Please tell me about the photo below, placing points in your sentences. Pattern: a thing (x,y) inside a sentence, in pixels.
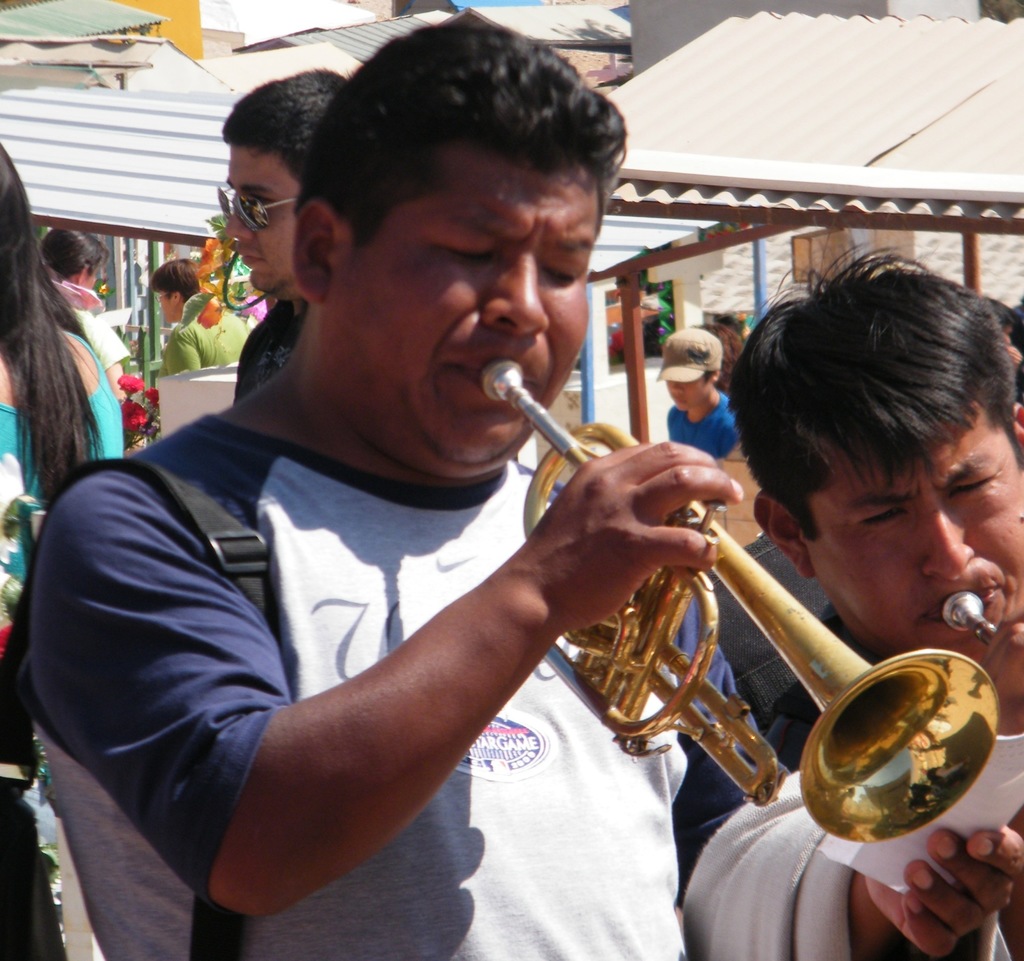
In this image I can see the group of people (351,266) with different color dresses (230,361). I can see two people (524,603) are playing the trumpet (733,555). In the background (70,137) I can see the shed (306,59). I can also see the person (694,394) wearing the cap (683,377).
